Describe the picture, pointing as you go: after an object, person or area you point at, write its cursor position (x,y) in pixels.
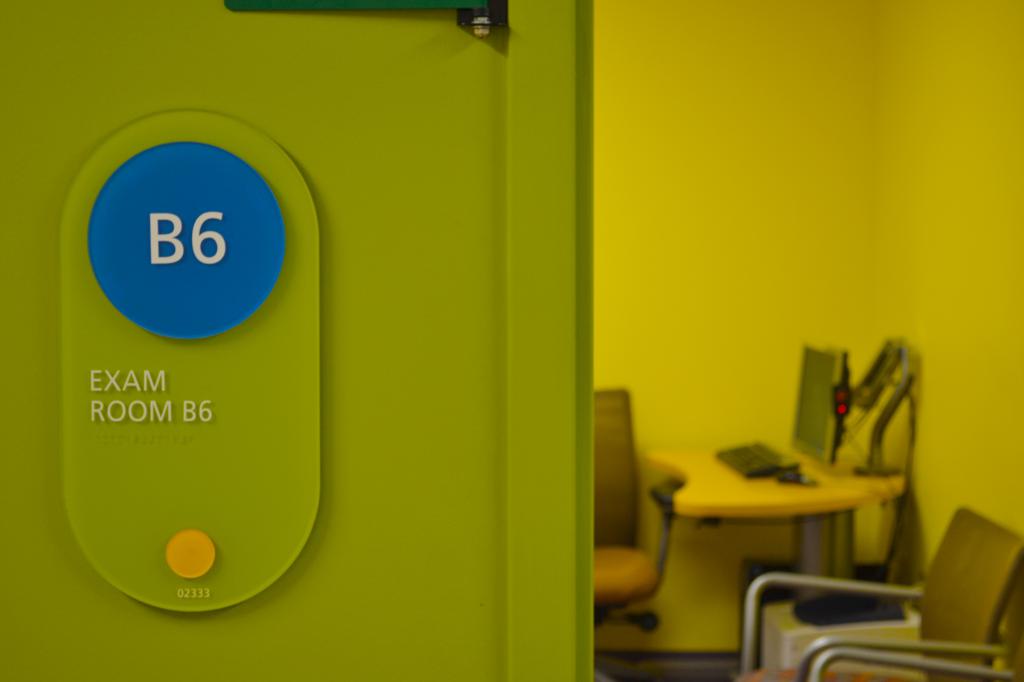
In this image I can see green colour thing (49,561) and on it I can see something is written. In the background (623,543) I can see few chairs (874,675), a table (798,501) and on this table (755,501) I can see a monitor (808,443) and a keyboard (778,451). I can also see this image is little bit blurry from background (767,310).
